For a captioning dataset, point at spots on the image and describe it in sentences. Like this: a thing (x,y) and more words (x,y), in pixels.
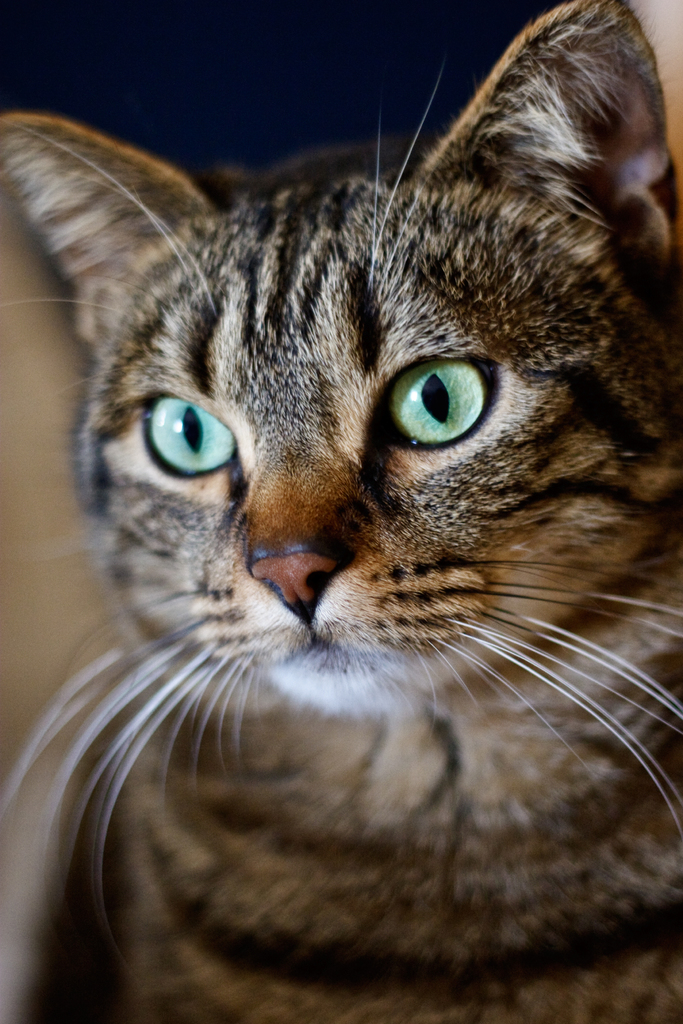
This image consists of a cat (528,353) in brown color. The background (145,101) is blurred.
